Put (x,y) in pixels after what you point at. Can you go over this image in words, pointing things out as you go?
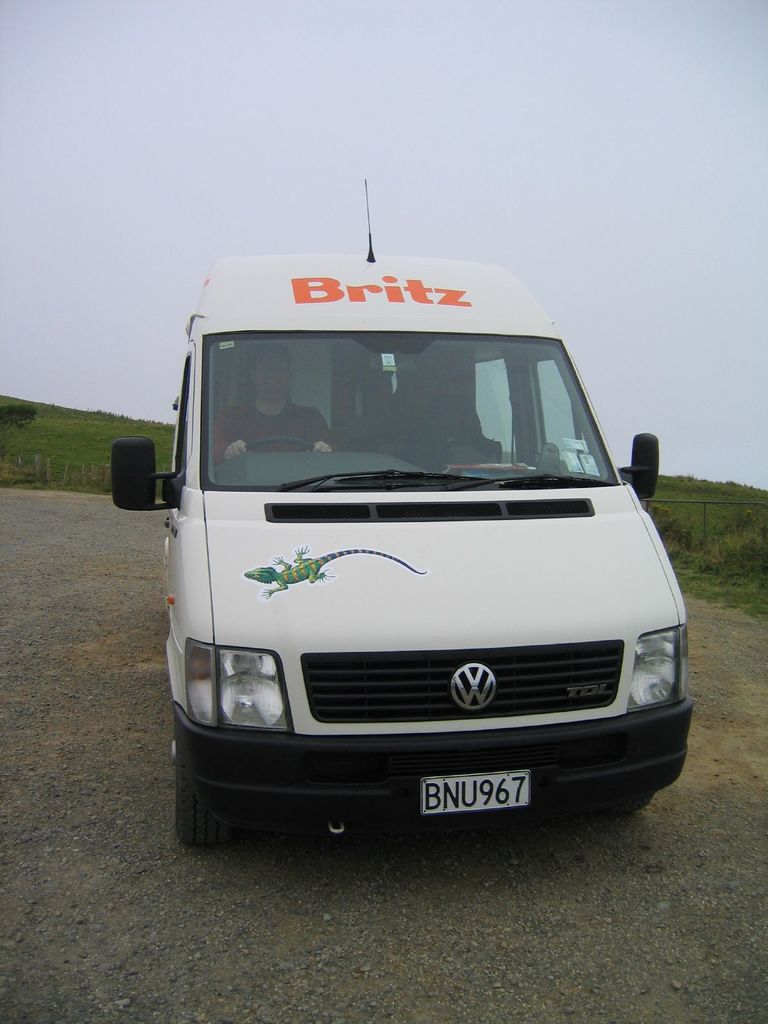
In the center of the image (425,601) we can see a vehicle (450,673) and there is a person (284,412) sitting in the vehicle (248,478). At the bottom (276,844) there is a road (513,854). In the background (746,531) there is grass (93,459) and we can see sky (206,246).
